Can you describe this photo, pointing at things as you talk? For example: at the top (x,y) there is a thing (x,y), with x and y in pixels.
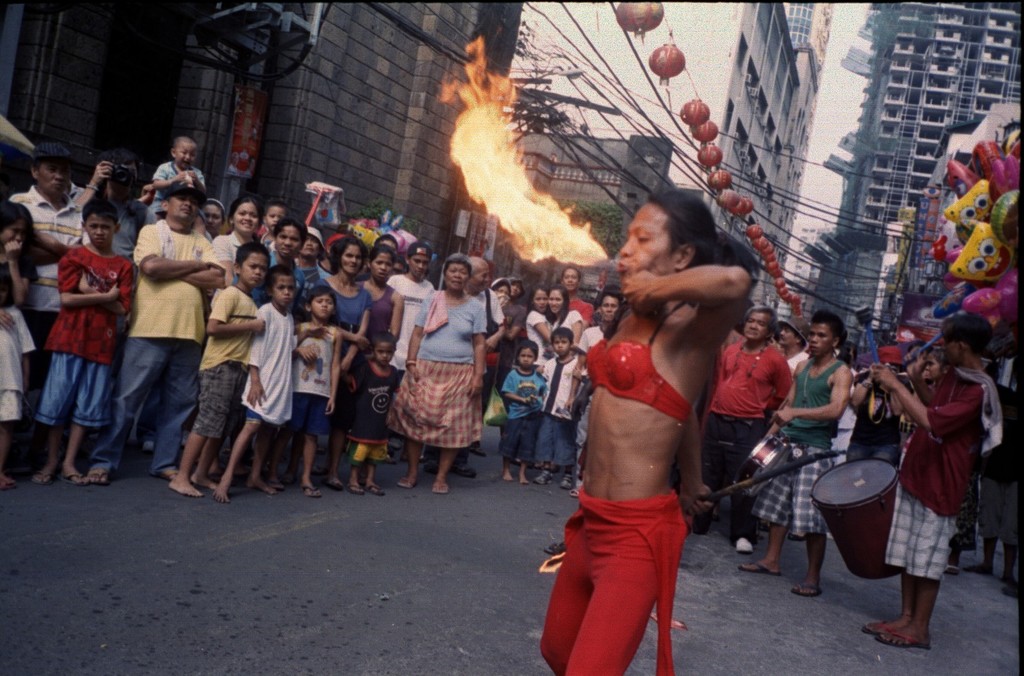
In this image I can see a woman (666,374) blowing the fire (528,218). In the background (384,354), I can see a group of people (412,344). I can see the buildings (727,135).
